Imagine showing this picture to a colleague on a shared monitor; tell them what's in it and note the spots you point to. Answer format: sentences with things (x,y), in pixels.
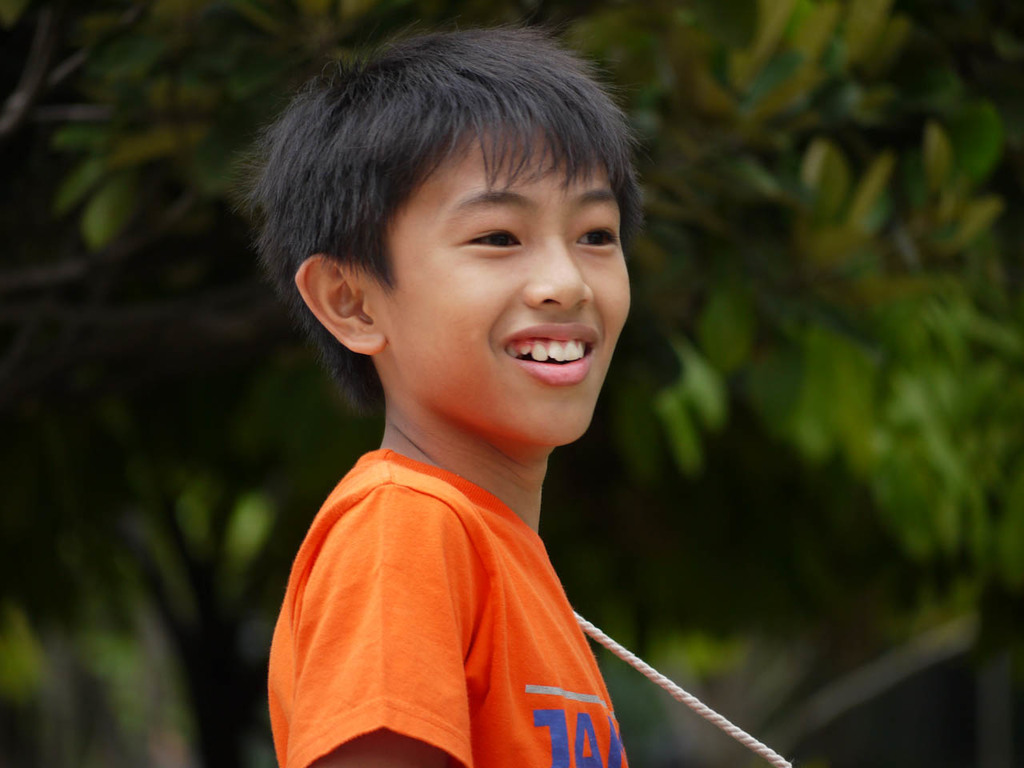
There is a boy (569,377) in orange color t-shirt (453,494), smiling near a thread (678,696). In the background (654,626), there are trees (225,106). And the background (164,552) is blurred.
